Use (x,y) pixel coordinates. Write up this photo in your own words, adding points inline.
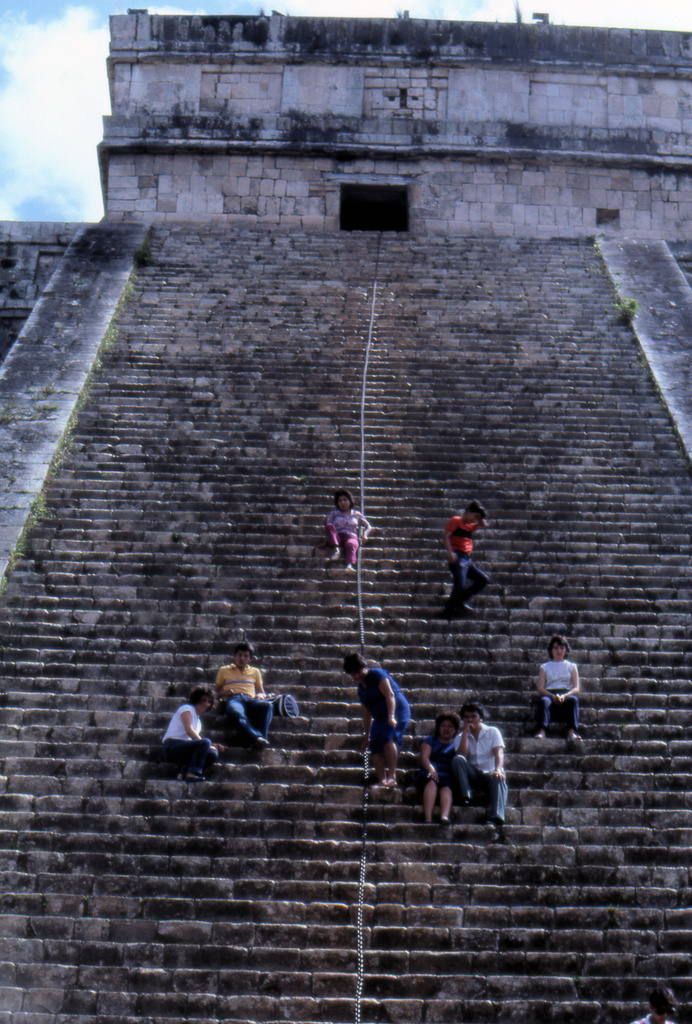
In this picture, we see people (167,737) sitting on the staircase (384,789). The woman (397,735) in the blue dress (381,699) and the man (467,531) in the red T-shirt (450,523) is standing on the staircase (357,615). At the top of the picture (241,180), we see an old building (345,87) which is made up of cobblestones (269,220). We even see the sky (56,178) and the clouds (62,108).
